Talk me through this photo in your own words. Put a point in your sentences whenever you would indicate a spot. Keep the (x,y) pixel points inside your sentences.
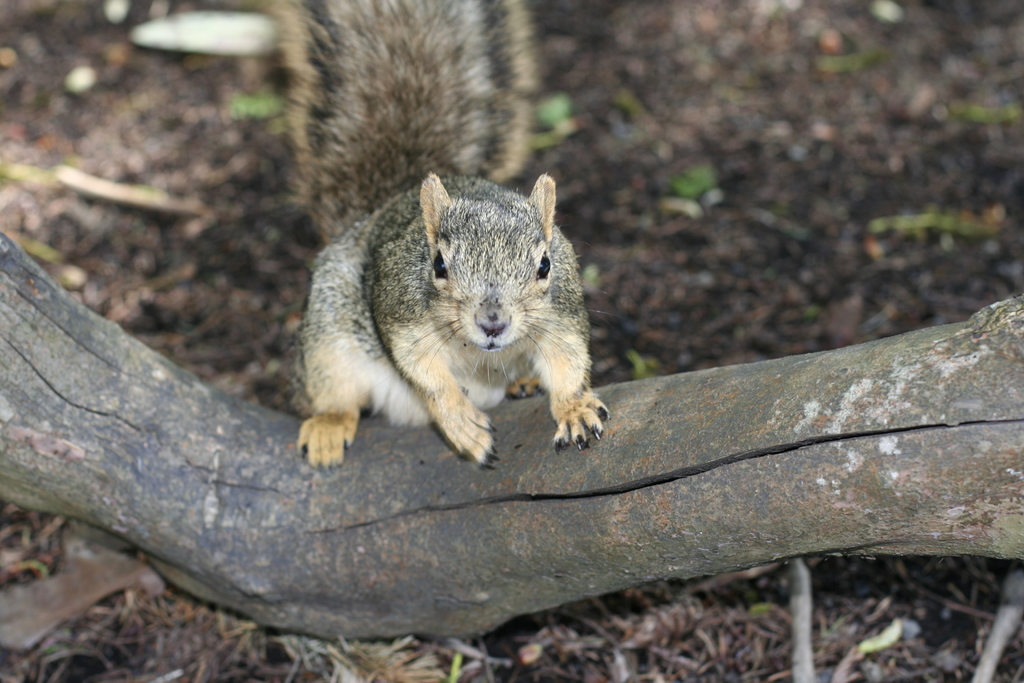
In this picture there is a squirrel (526,264) in the center of the image (545,358), on a log (273,487).
